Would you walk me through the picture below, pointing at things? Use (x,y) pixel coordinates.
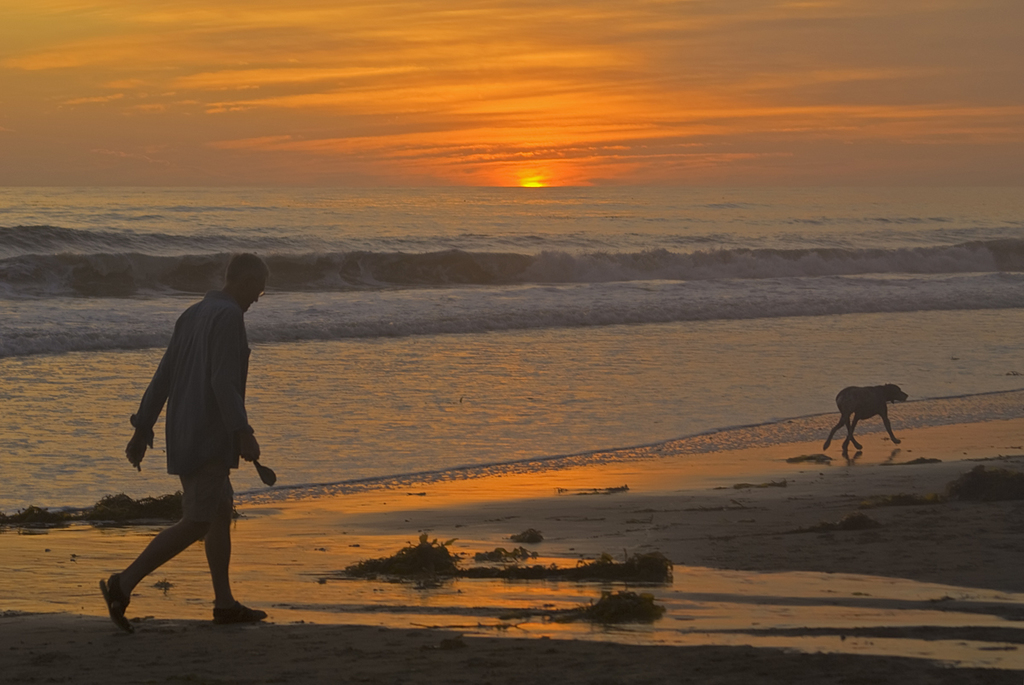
There is a man (190,530) and dog (852,403) walking and this man (233,424) holding an object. We can see water (411,472) and sky (550,164).
